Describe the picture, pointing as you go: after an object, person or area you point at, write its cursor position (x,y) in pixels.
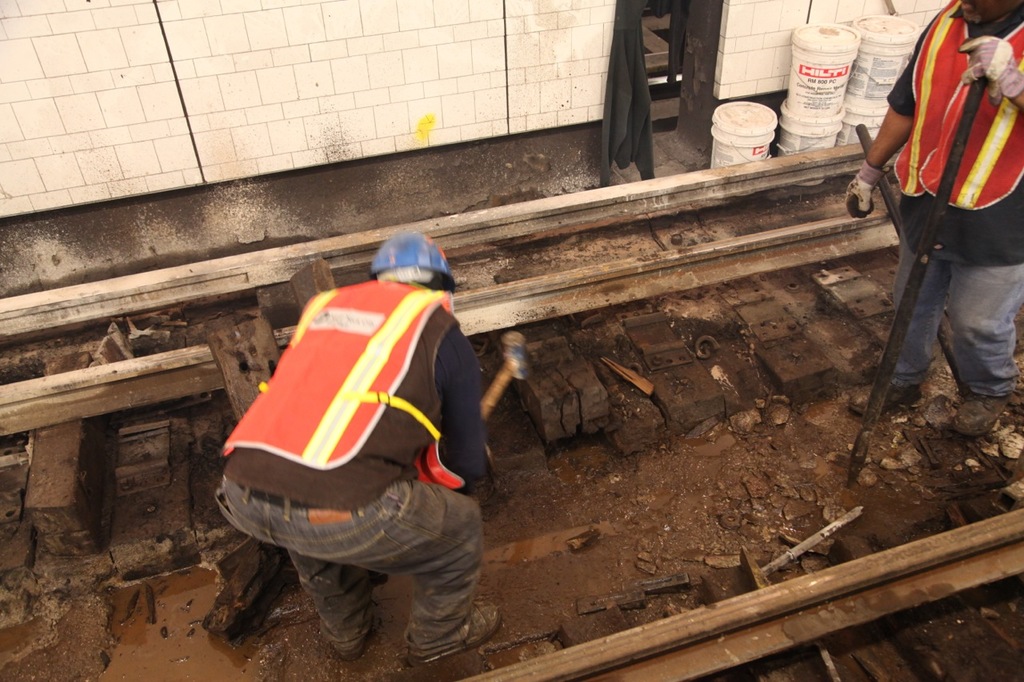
There are two persons (319,395) wearing helmet (416,259), gloves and jacket (338,373). They are working. Person (931,175) on the right (936,177) is holding a rod (931,221). In the back (795,119) there are buckets (797,104) and a wall (450,66). Also there are some iron rods (281,278) and water (203,604) on the ground (803,285). And there are some other things (232,618) on the ground (702,552).
